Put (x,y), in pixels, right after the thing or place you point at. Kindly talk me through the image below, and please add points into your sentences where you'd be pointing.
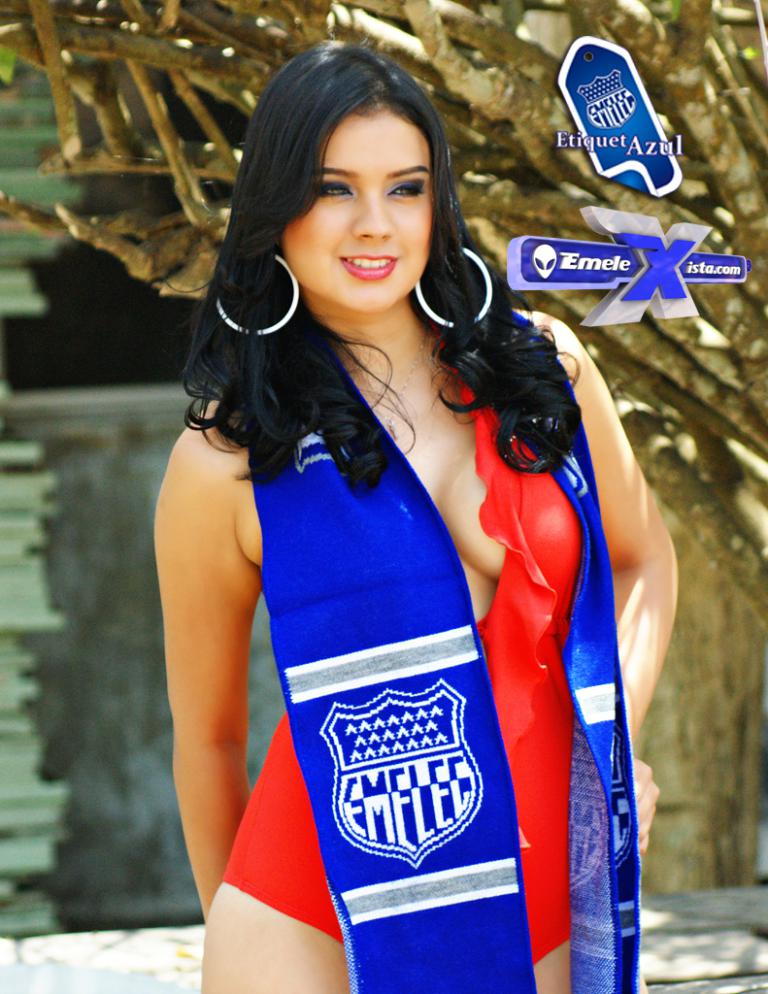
In this image there is a person (241,607) with black hair (300,415) in the foreground (499,712). There is a dry tree (728,669) and text (671,272) on the right corner (644,279). There is a wall (106,517) in the background (114,521).
